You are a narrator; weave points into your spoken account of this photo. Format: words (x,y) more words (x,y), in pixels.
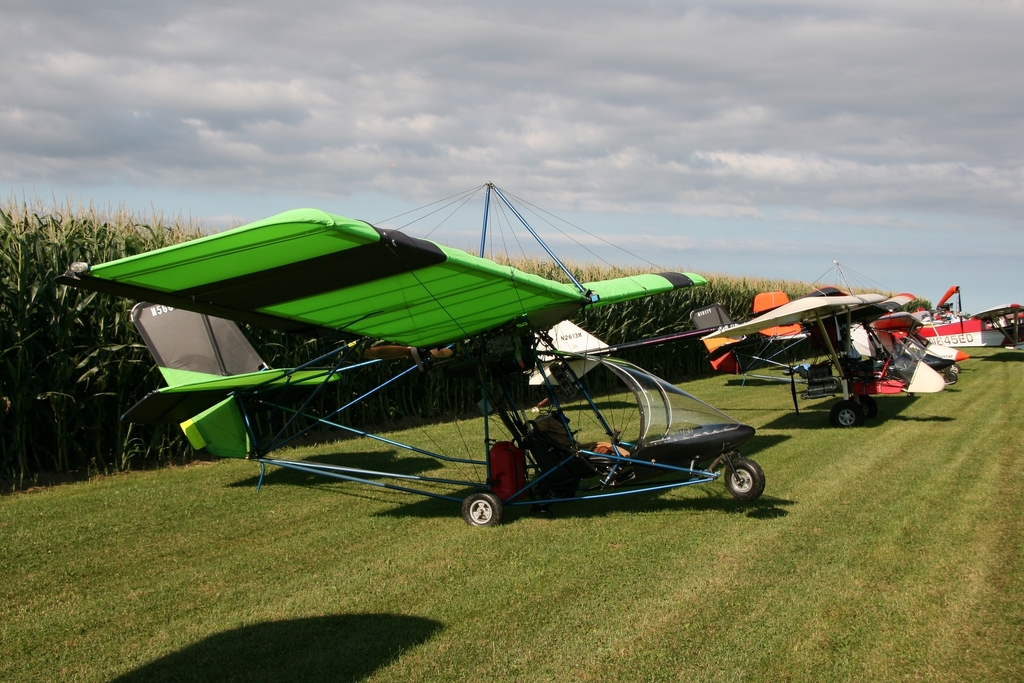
In this image we can see some flying object (997,345) on the ground (993,382) and background (409,54) is the sky (421,50).
